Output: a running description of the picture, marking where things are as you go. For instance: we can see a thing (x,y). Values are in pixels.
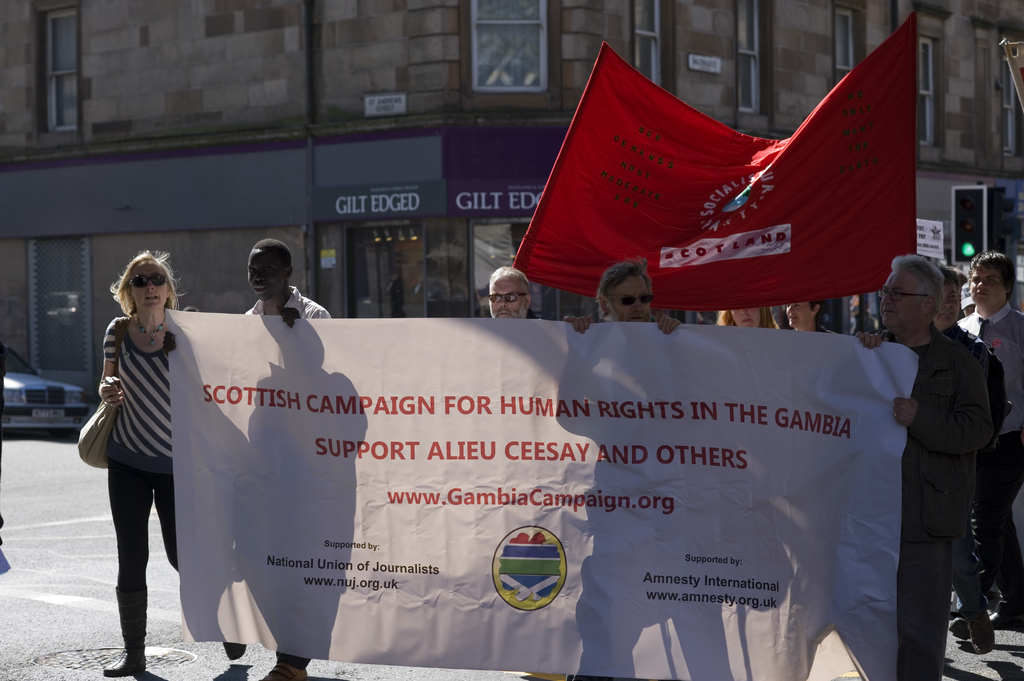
As we can see in the image there is a building (490,101), banners (650,272), traffic signal (978,229) and few people (513,305) here and there.
